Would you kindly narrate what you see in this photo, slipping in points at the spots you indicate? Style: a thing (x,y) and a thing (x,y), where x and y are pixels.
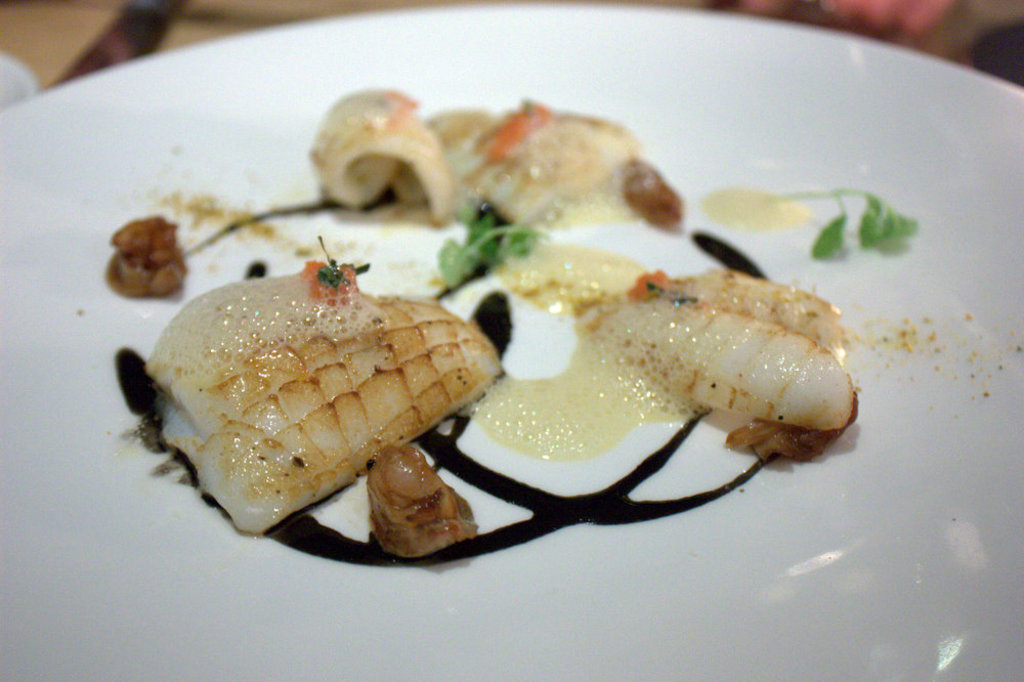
In this image I can see a white color plate (121,535) which consists of some food item (157,259) in it.
